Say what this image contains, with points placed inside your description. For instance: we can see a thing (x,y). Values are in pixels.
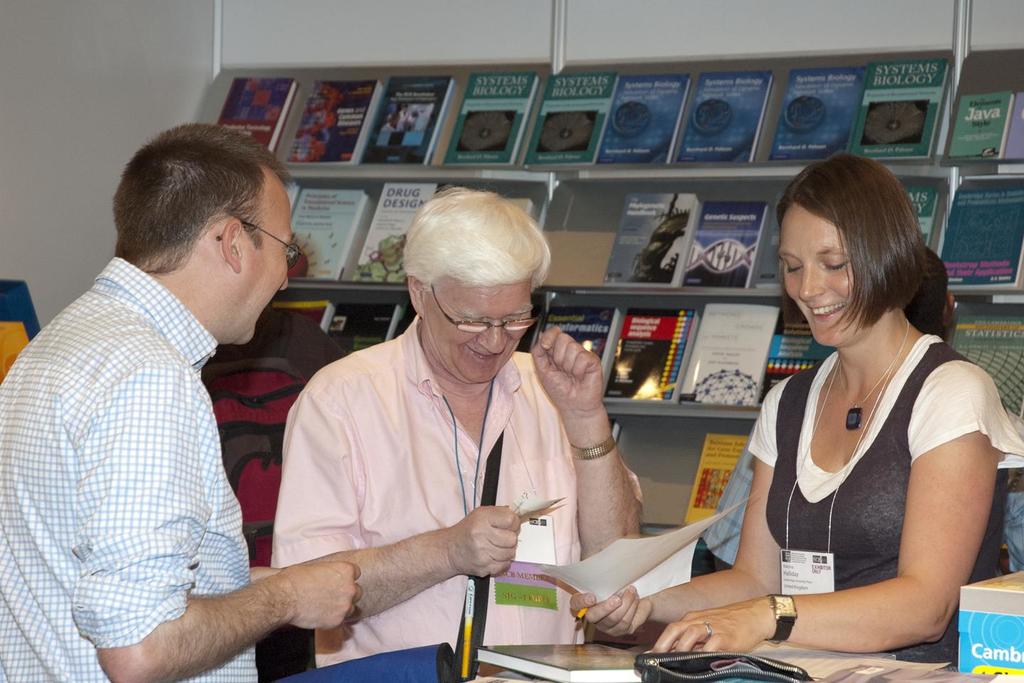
In this picture we can see two men (396,385) and one woman (815,512), standing in the front (689,647) smiling and looking in the papers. Behind there is a rack (554,187) full of books (707,342) and white wall (145,109).
